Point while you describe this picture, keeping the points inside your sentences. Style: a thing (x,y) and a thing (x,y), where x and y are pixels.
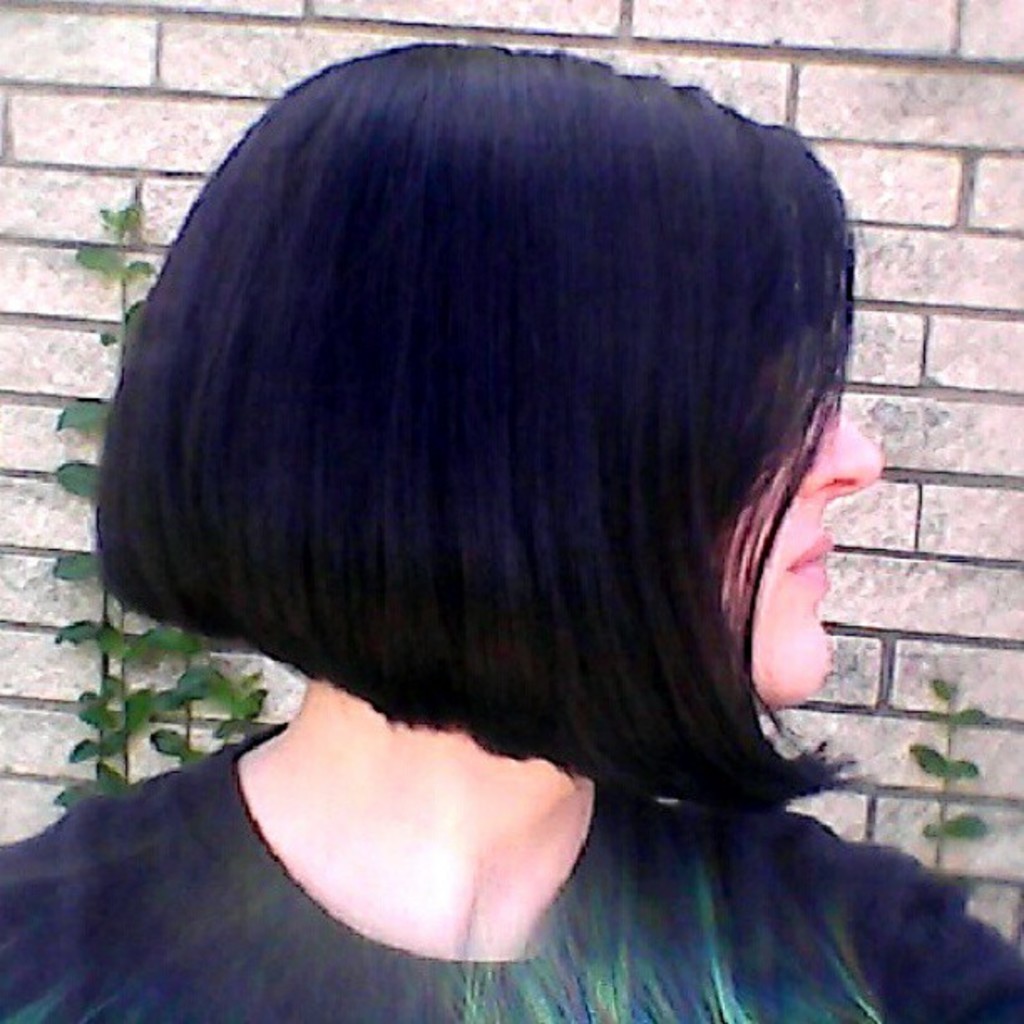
In this picture there is a girl (838,263) in the center of the image (494,551) and there are plants (123,320) behind her.
